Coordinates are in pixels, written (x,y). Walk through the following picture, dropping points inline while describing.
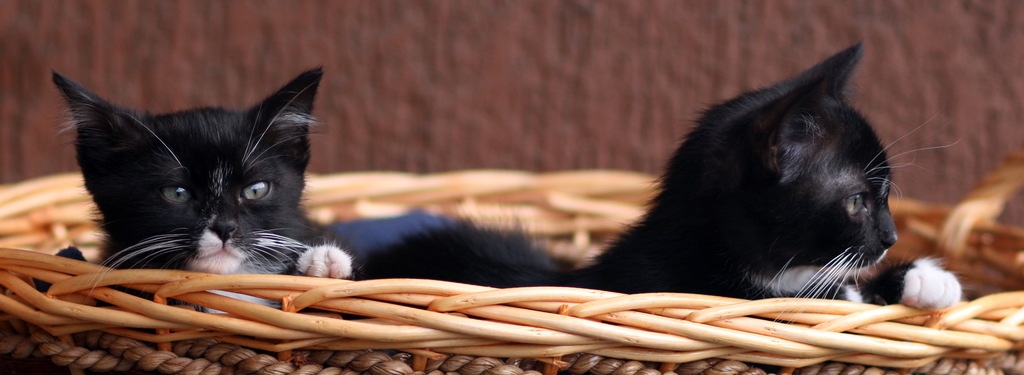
In this image I can see an animals (256,239) which are in black and white color. These are in the wooden basket (497,308). I can see the brown background (432,78).
